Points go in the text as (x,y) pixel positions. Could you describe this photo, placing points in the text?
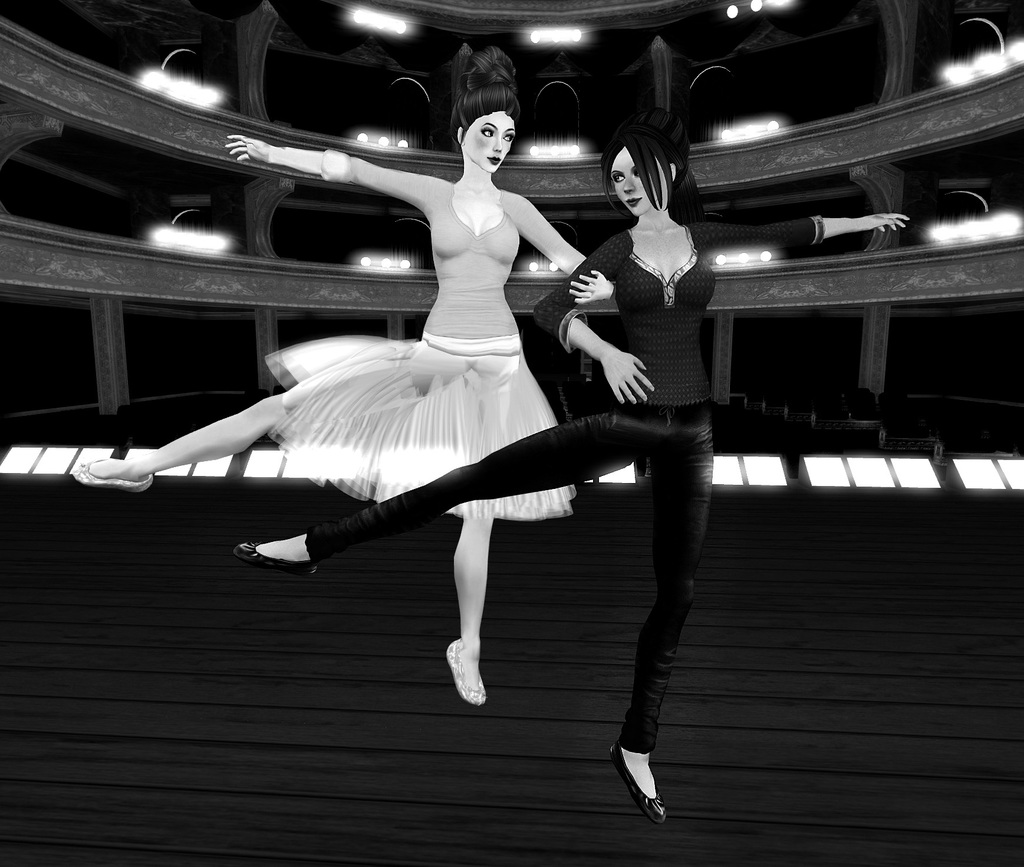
In the picture we can see an animated image of two girls (889,218) are dancing holding each other hands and behind them we can see the animated theatre building (887,444) with seats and lights (369,25).
